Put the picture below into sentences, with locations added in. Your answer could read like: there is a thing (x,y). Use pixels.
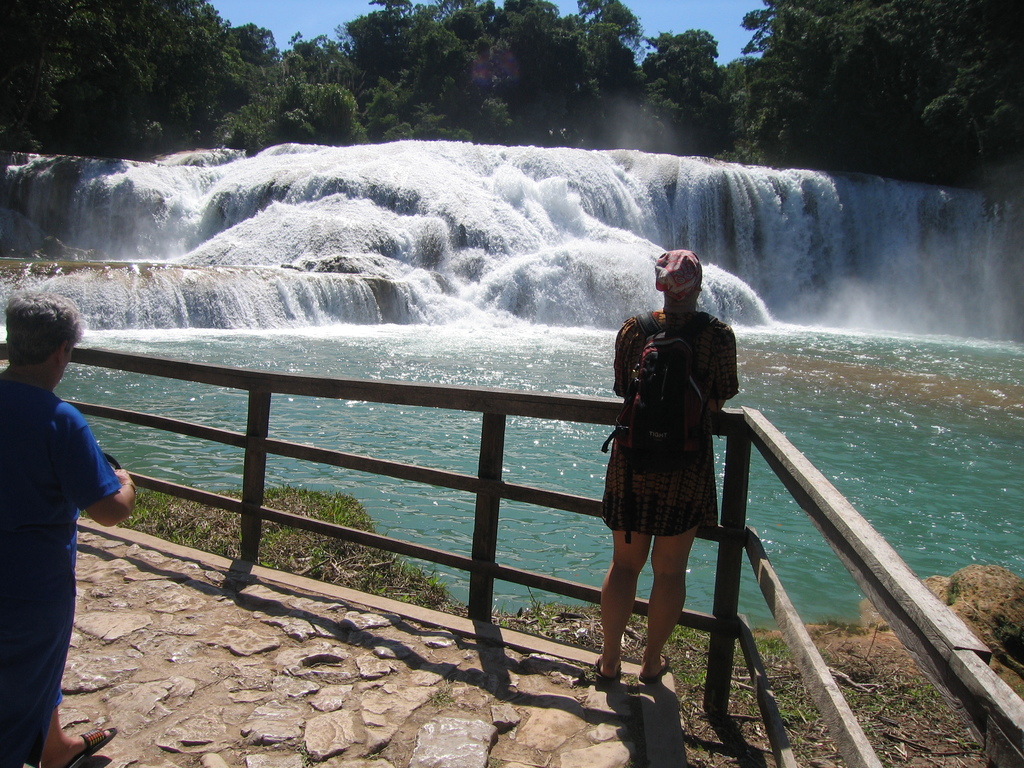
In this image we can see two persons (83,479), a person (637,503) is standing near the railing (429,397) and there are water falls (425,233), trees (442,84) and the sky (720,31) in the background (376,10).
